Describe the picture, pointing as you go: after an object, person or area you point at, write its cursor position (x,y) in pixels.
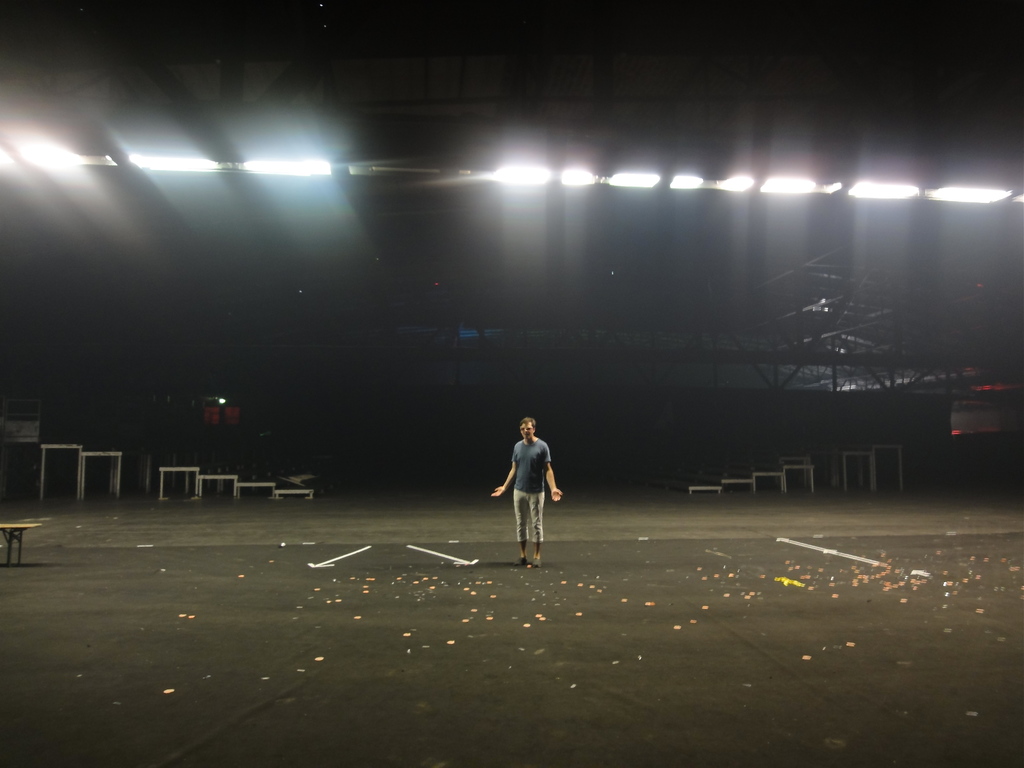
In the picture I can see a person (540,512) standing on the black color surface (609,587). The background of the image is dark, where I can see tables (43,469) and ceiling lights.
